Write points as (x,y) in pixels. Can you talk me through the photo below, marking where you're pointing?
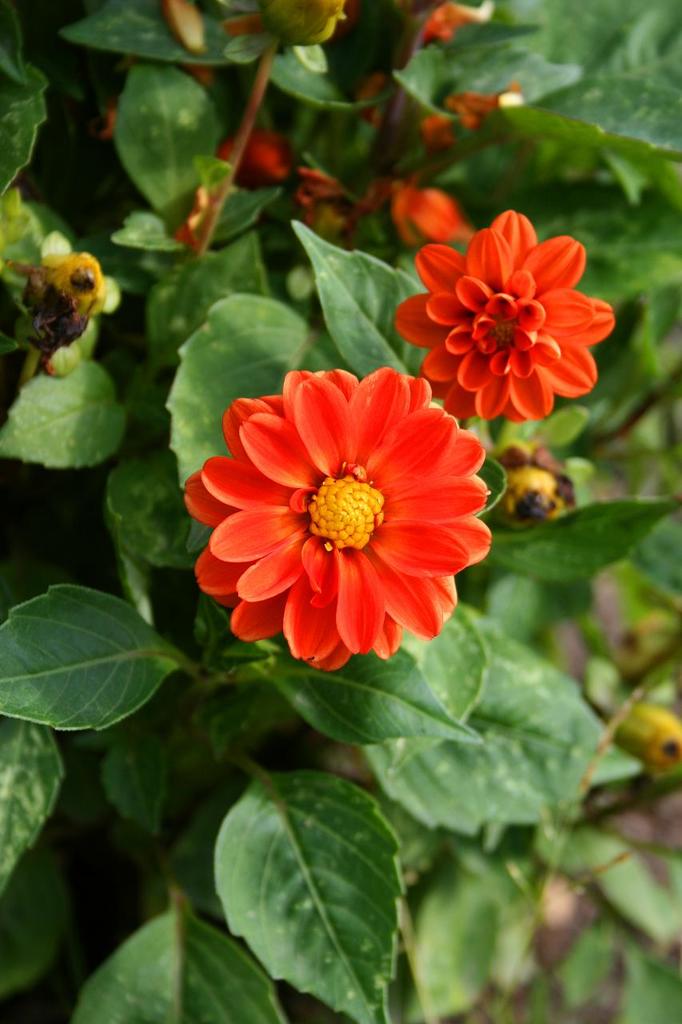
In this image, in the middle (388,480), we can see a flower (380,446) which is in orange color. In the background (408,158), we can see some plants (669,237) with flowers (547,480).
